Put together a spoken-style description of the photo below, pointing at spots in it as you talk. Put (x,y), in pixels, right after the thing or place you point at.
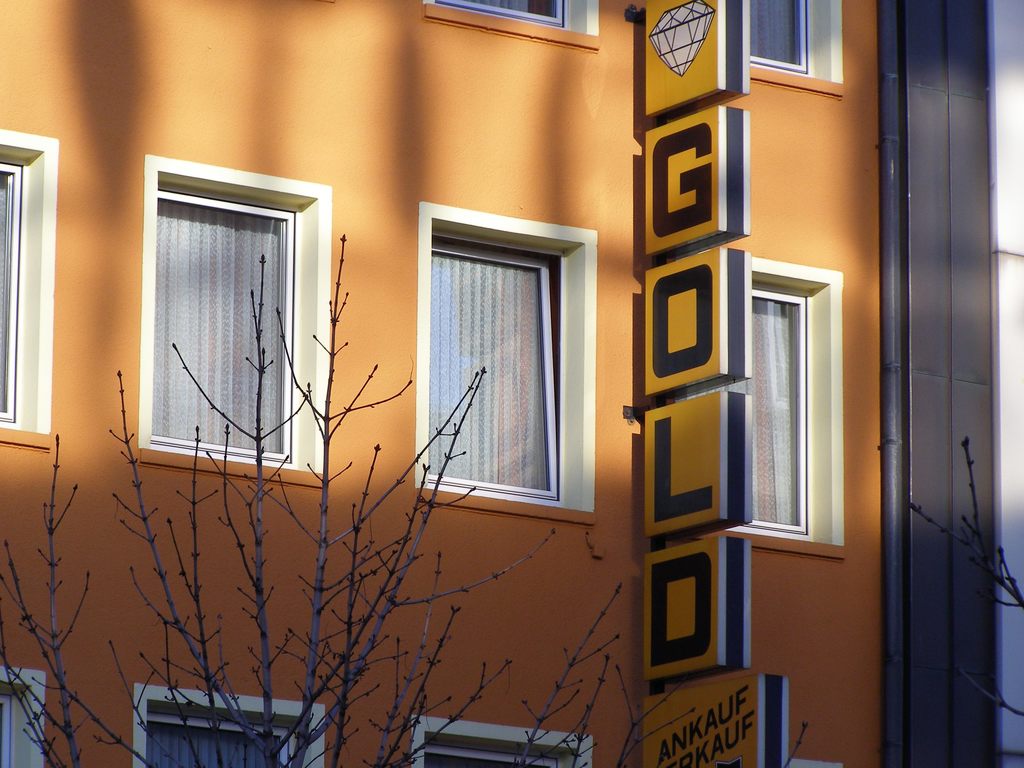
In this image there are boards (692,354), pipe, building (932,27), windows (431,332), curtains (514,337) and branches (1016,584). Something is written on the boards (707,488).
